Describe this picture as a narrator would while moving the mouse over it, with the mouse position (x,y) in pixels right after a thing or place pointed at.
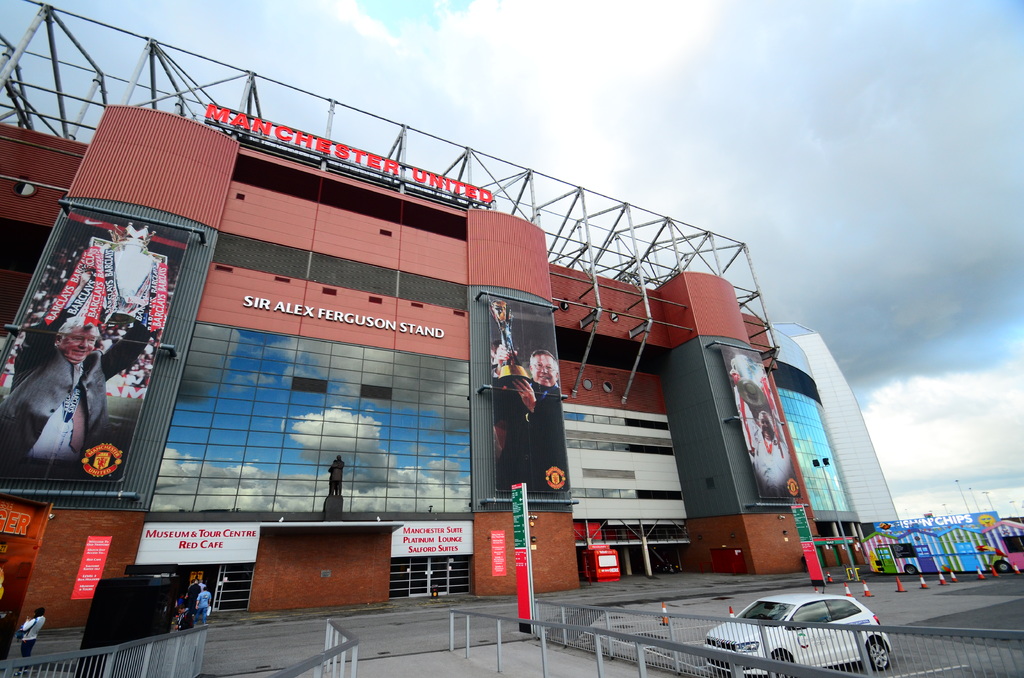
In the given picture, I can see a car (780,628) parked and towards left (129,327), I can see a image (167,296) lifting trophy (140,305) and towards right corner (810,456), I can see a building (820,437) and a electrical pole (828,483) which includes lights (821,462) and shopping complex (101,149), I can see few people (200,586) going inside the building (100,503) and towards left bottom (32,627) one person (28,624) standing.
